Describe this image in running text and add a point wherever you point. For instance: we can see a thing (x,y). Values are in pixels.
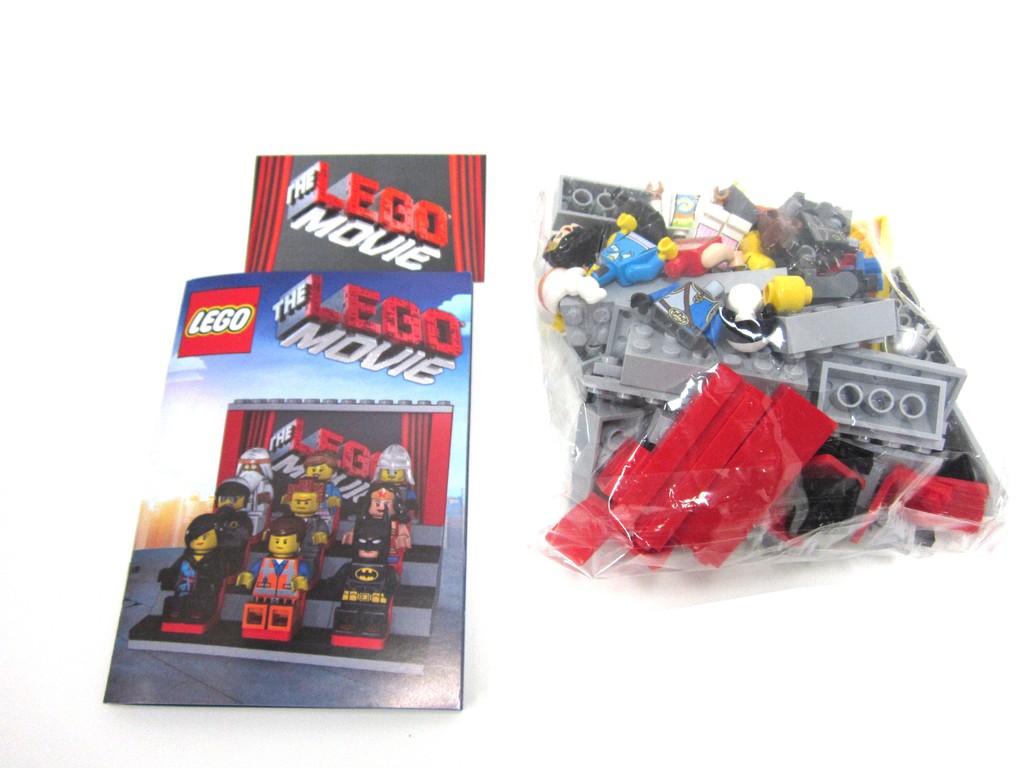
We can see toys (707,385) in a packet (687,446) and cards (395,341) are on a platform (553,135).
